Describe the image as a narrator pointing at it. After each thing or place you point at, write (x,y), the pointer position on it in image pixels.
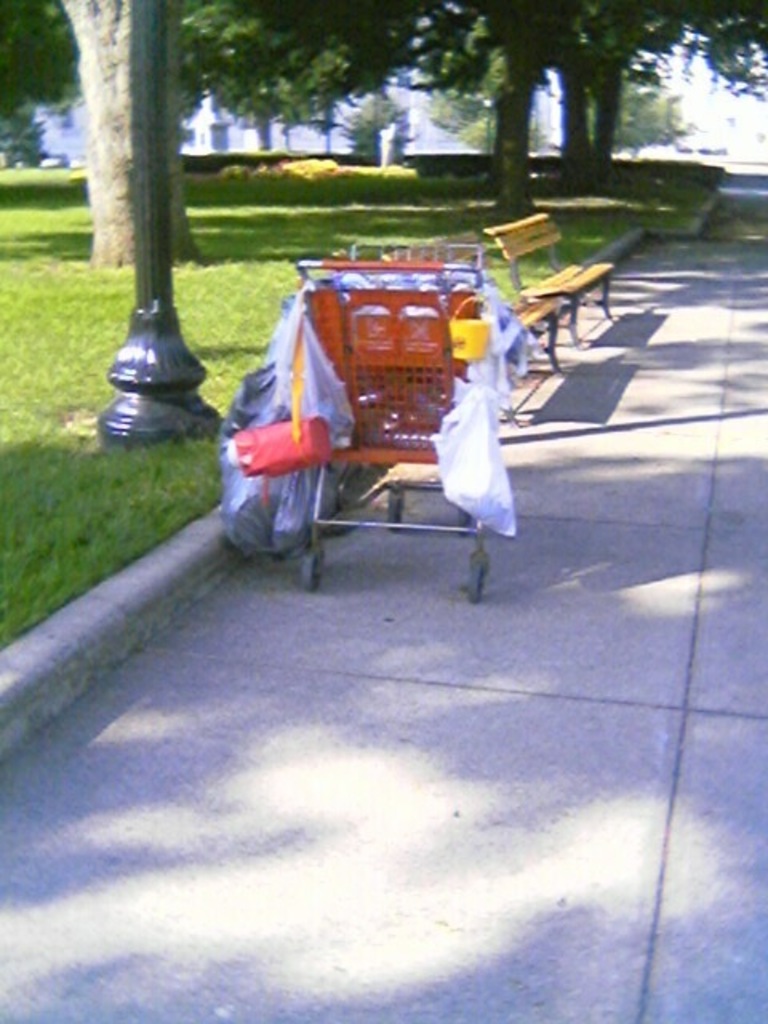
In this image we can see trolleys (424,350), benches (527,308). At the bottom of the image (384,920) there is floor (467,549). In the background of the image (663,39) there are trees (590,139). There is grass (213,296) to the left side of the image (64,452).
